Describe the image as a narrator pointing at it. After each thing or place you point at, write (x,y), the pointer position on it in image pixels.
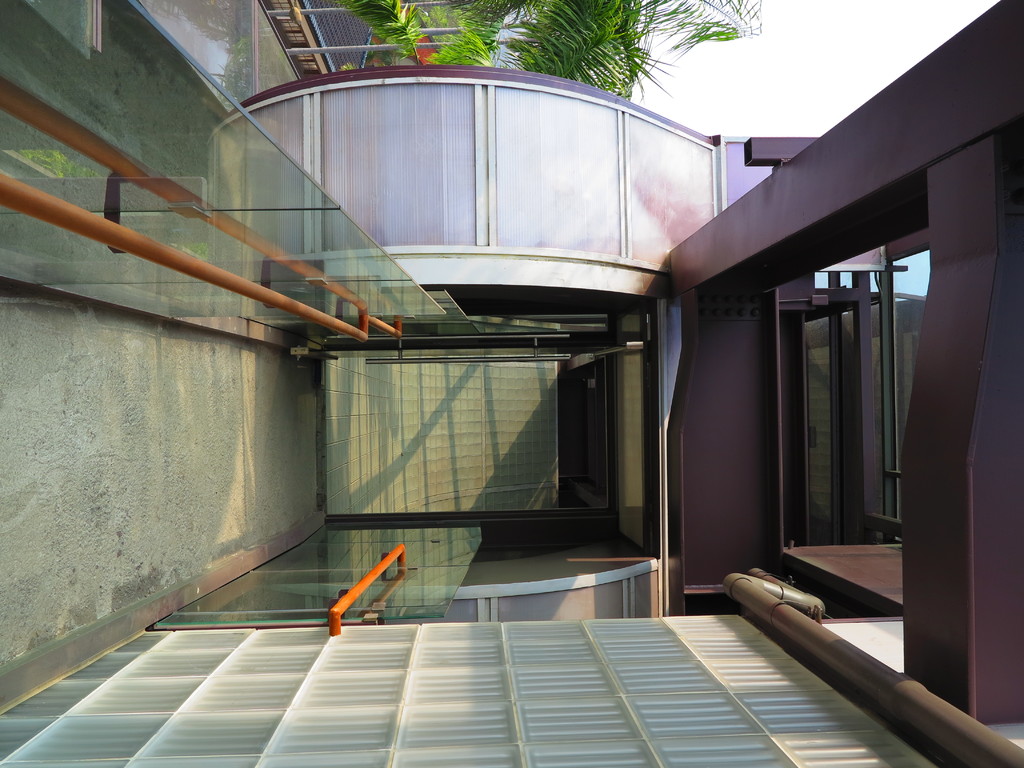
In this picture I can see a building (335,358) and a tree (558,74) and I can see a cloudy sky (952,34).
